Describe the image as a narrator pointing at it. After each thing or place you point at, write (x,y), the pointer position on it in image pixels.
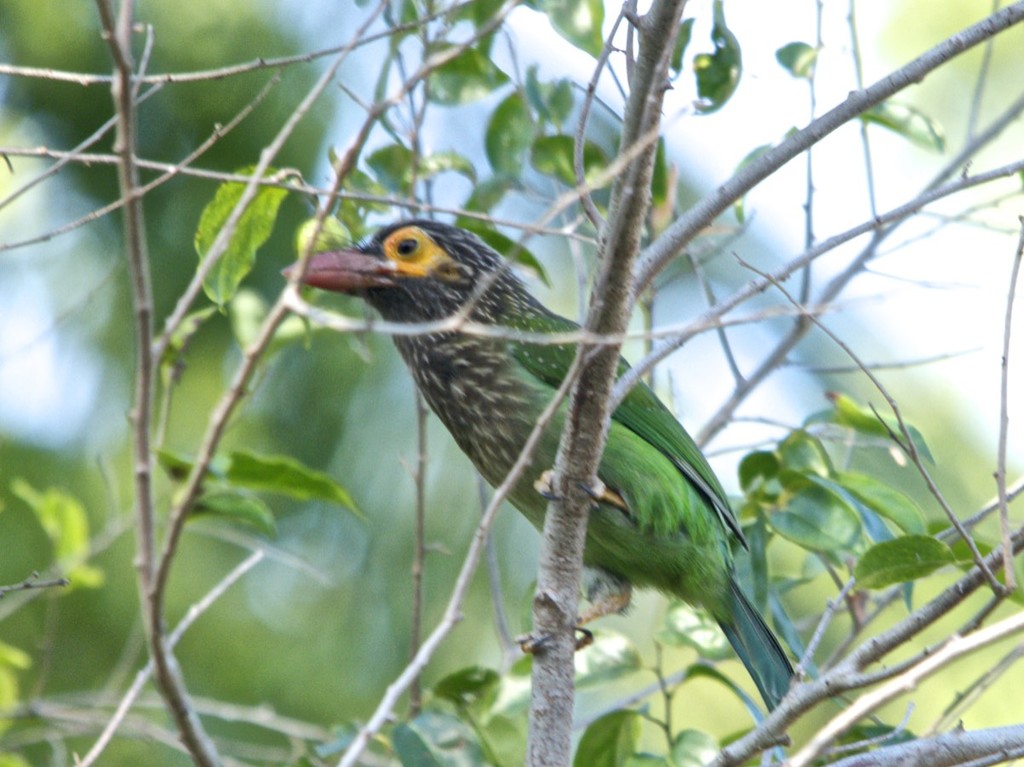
In this image we can see the bird (532,410) on the tree (628,242) and there is the blur background (393,541).
